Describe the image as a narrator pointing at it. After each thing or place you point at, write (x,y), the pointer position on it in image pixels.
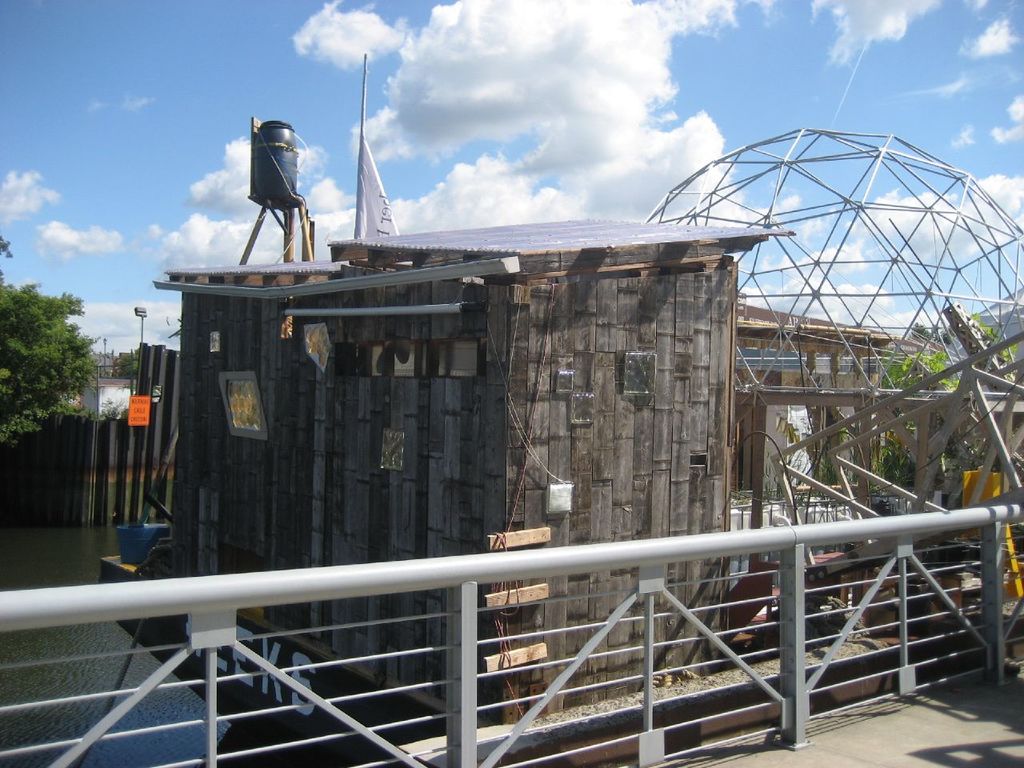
In this picture, there is a wooden house (451,296) in the center (650,395). At the bottom (549,693), there is a fence (231,601). Below the house (214,501), there is water (63,720). Towards the right (930,267), there is a metal architecture (843,390). In the background (104,195) there are trees (48,354) and a sky (517,125) with clouds (652,132).
